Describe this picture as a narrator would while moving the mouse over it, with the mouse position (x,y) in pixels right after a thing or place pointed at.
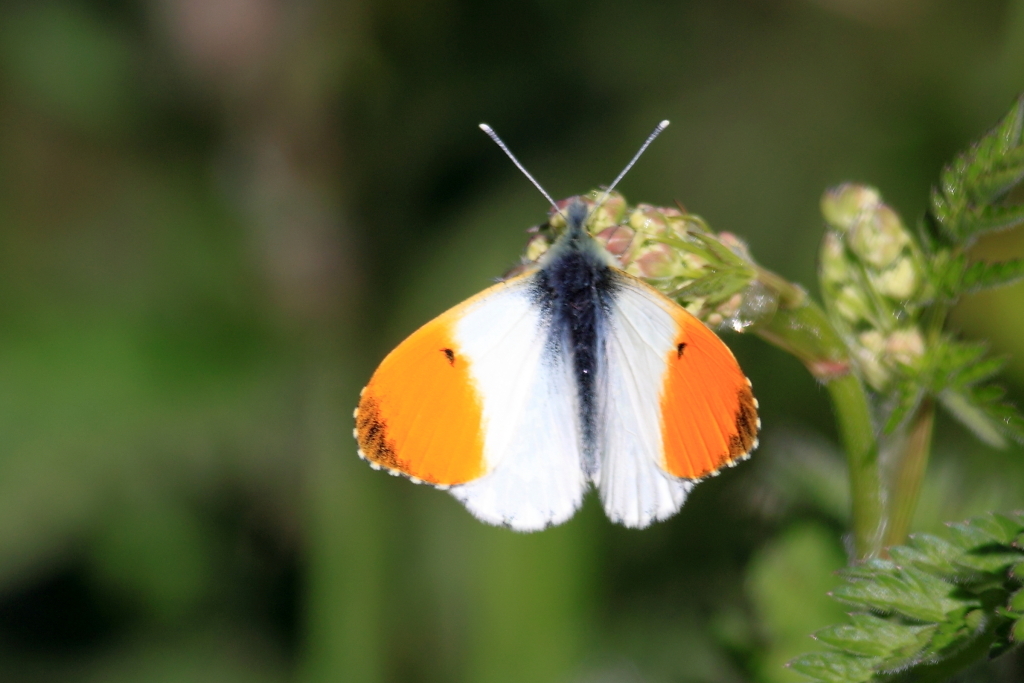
In this picture we see a butterfly (713,340) on a plant (947,225).
